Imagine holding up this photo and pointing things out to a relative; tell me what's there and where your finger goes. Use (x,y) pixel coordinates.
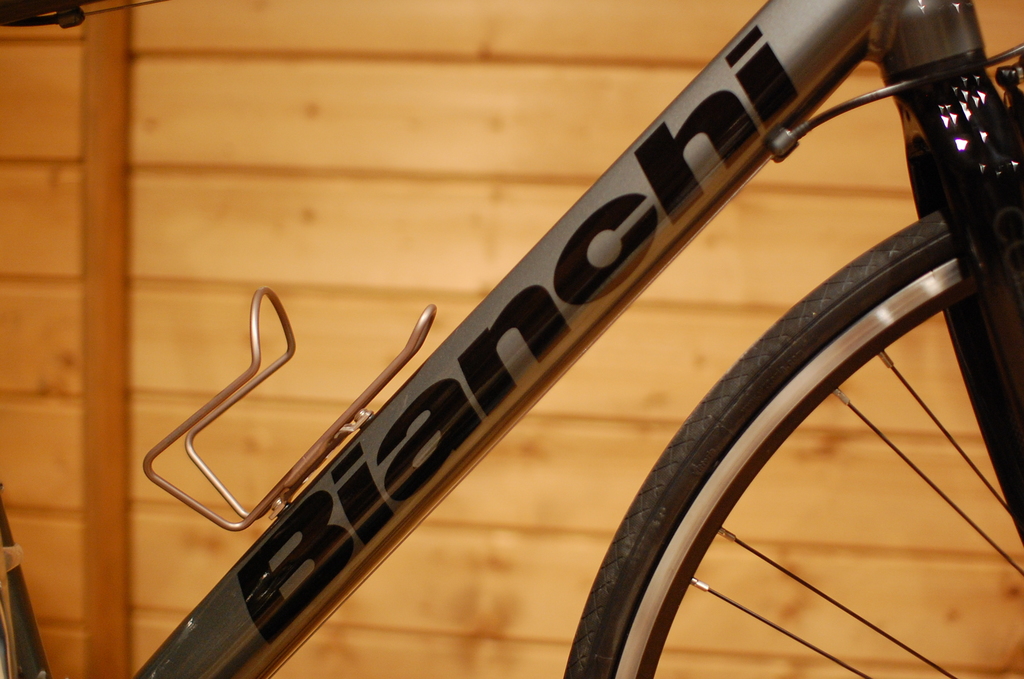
In the picture we can see a part (258,609) of the bicycle (690,536) with a part (765,389) of the tire (765,389) to it and behind it we can see the wooden wall (475,543).
